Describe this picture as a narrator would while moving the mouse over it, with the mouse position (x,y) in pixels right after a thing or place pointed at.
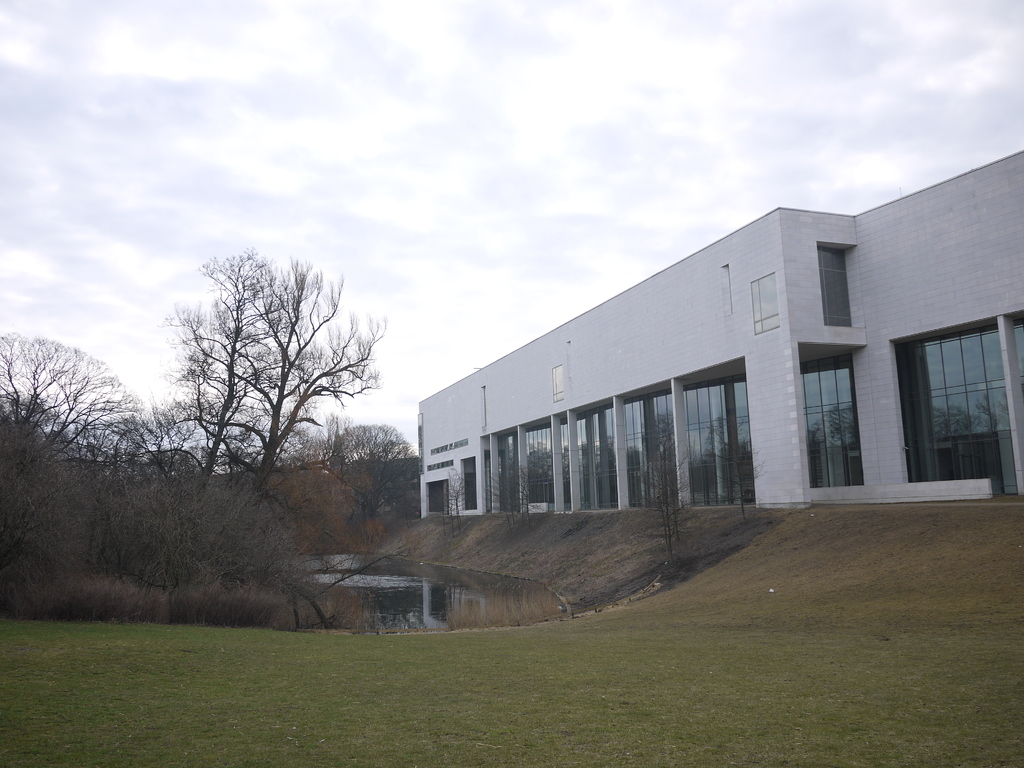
This is an outside view. On the right side (697,414) there is a building (908,396). Beside this I can see the water (450,596) on the ground (492,604) and also there are some trees (140,459) around the water (435,576). At the bottom of the image (361,709) I can see the grass (578,681). On the top of the image (400,149) I can see the sky (231,130).
